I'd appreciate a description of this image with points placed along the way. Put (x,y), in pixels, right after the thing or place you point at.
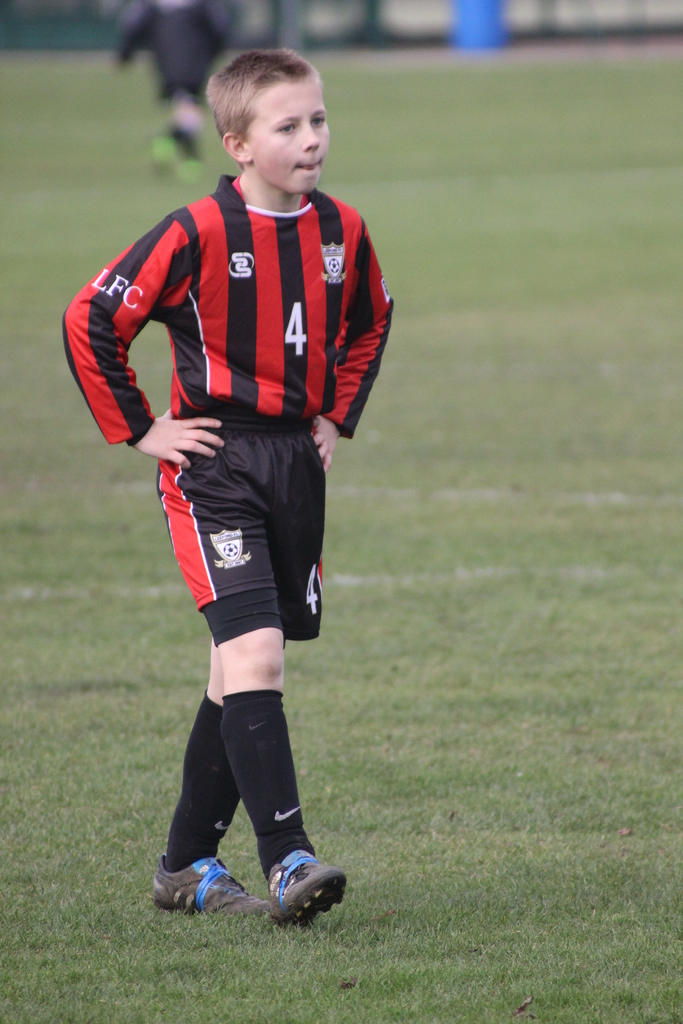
In the middle of the image (324,477) a person (211,96) is walking. Behind him a person (167,43) is standing. At the bottom of the image (134,779) there is grass (73,190). Background of the image (9,13) is blur.
